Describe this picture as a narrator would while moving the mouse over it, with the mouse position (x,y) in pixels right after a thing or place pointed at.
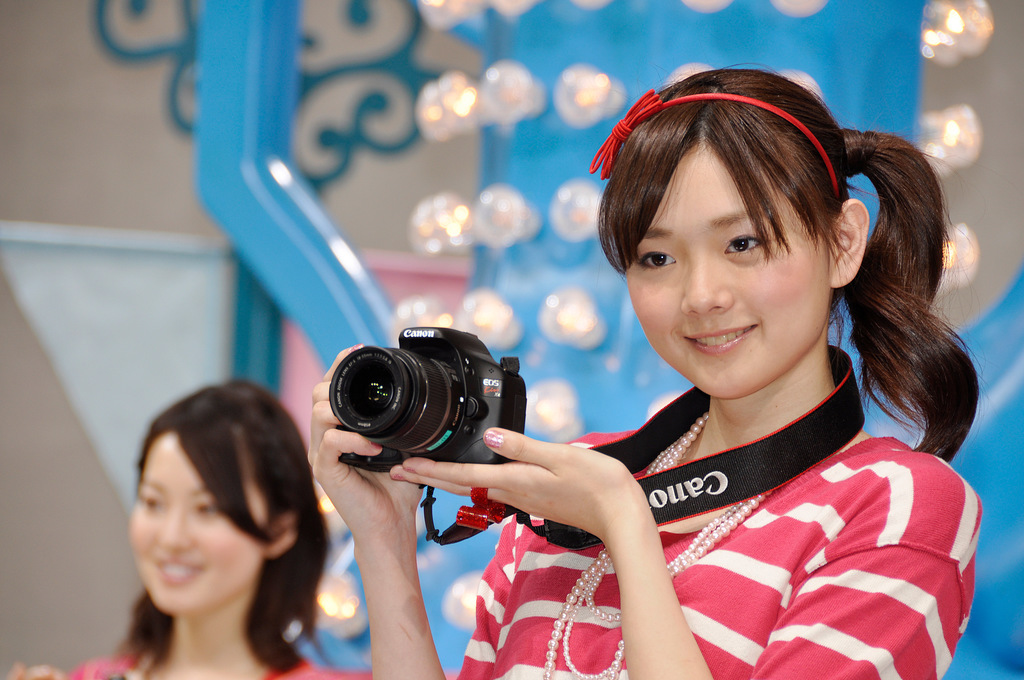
In this image I can see a person (671,289) wearing the red headband (592,163) and dress (729,594). And she is holding a camera (412,392). To the left (159,463) there is another person (146,521) smiling. In the back (936,128) there are lights (935,142).
